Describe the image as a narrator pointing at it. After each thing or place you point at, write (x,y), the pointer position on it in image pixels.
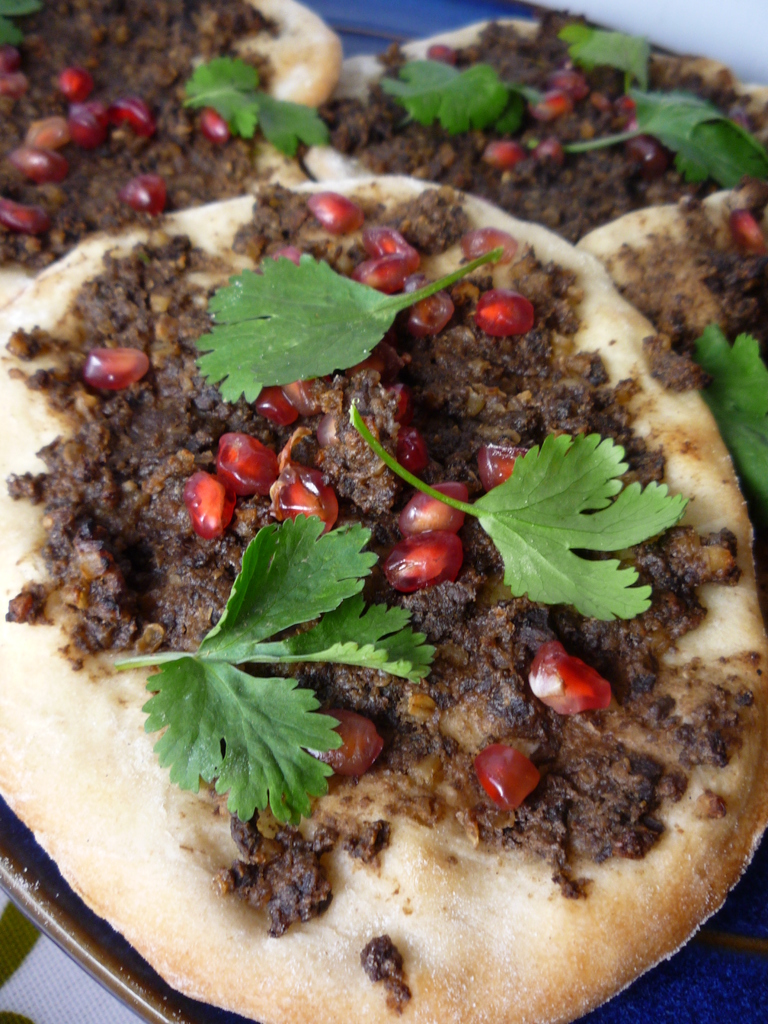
In this image, we can see some food (143,432).
